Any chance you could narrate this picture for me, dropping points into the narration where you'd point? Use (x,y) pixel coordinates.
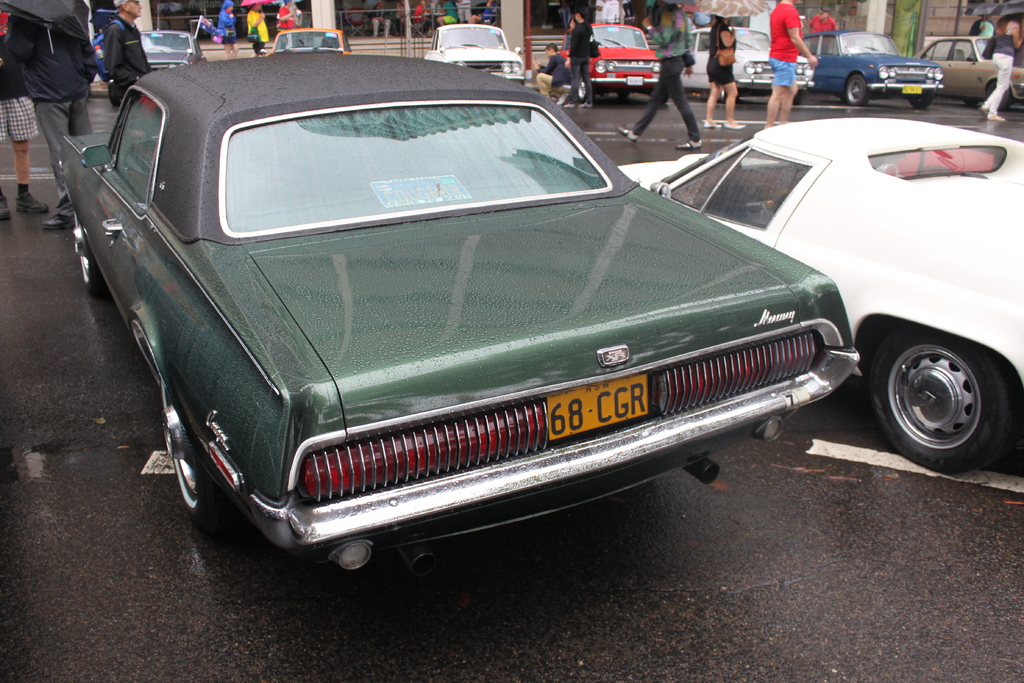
In the image we can see there are many vehicles (799,264) on the road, this is a number plate (617,395) of a vehicle (595,388), there are even people (20,65) wearing clothes (55,55) and shoes (689,143). There is a building (510,22), this is an umbrella (63,19).
